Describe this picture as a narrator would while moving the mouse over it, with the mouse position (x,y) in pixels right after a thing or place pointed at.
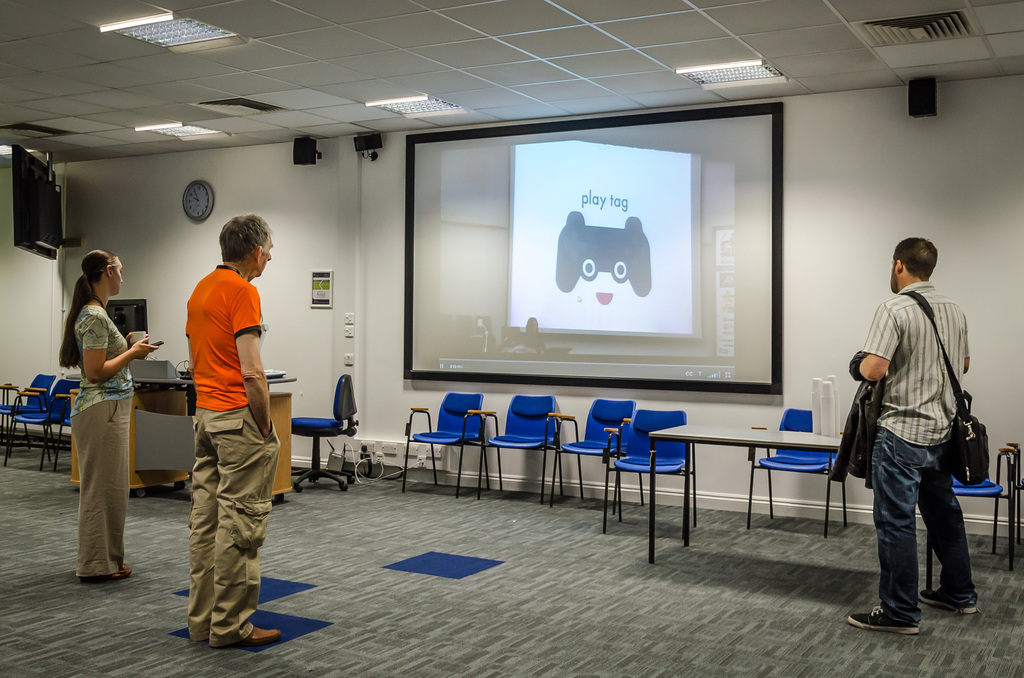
In this picture we can see three people (255,580) standing on the floor (634,619), one person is wearing a bag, holding a cloth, woman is holding an object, here we can see tables (650,545), glasses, chairs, television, speakers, clock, projector screen (523,134) and some objects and in the background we can see a wall (564,479), roof (493,84), lights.
